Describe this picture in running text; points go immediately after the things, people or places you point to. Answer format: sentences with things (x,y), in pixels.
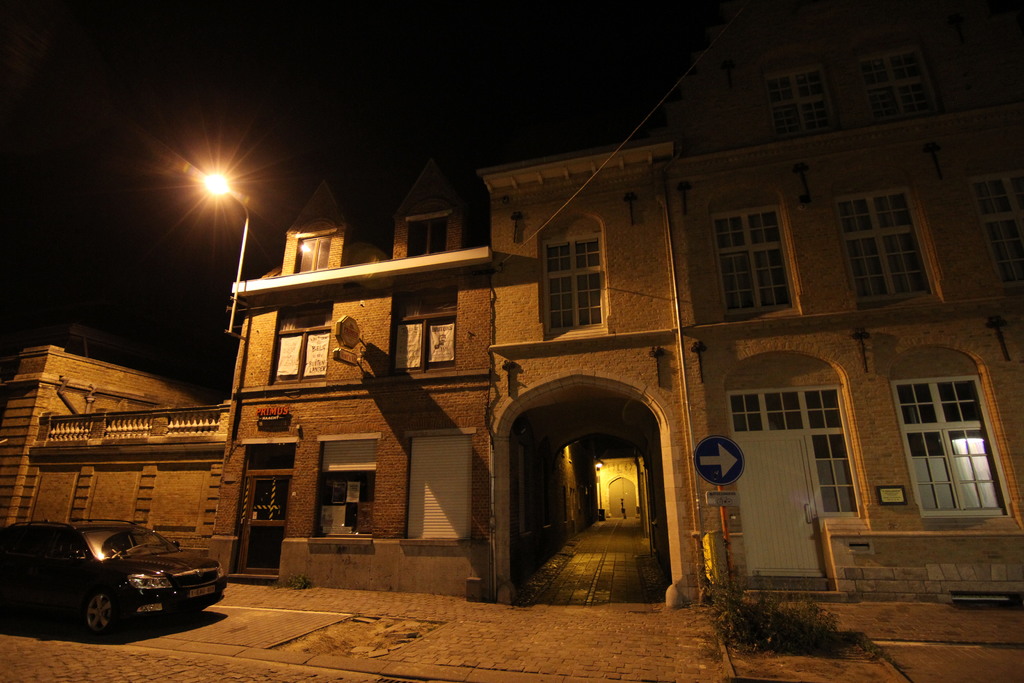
In this picture in the front (153,597) there is a car (170,582) which is black in colour. In the background (335,477) there is a building (330,453) and there are boards (324,357) with some text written on it and there is a sign board (729,462) and in front of the building (773,511) there is a plant (776,618) and in the background (208,186) there is a light pole (241,271) on the wall (710,407) of the building (256,280).
